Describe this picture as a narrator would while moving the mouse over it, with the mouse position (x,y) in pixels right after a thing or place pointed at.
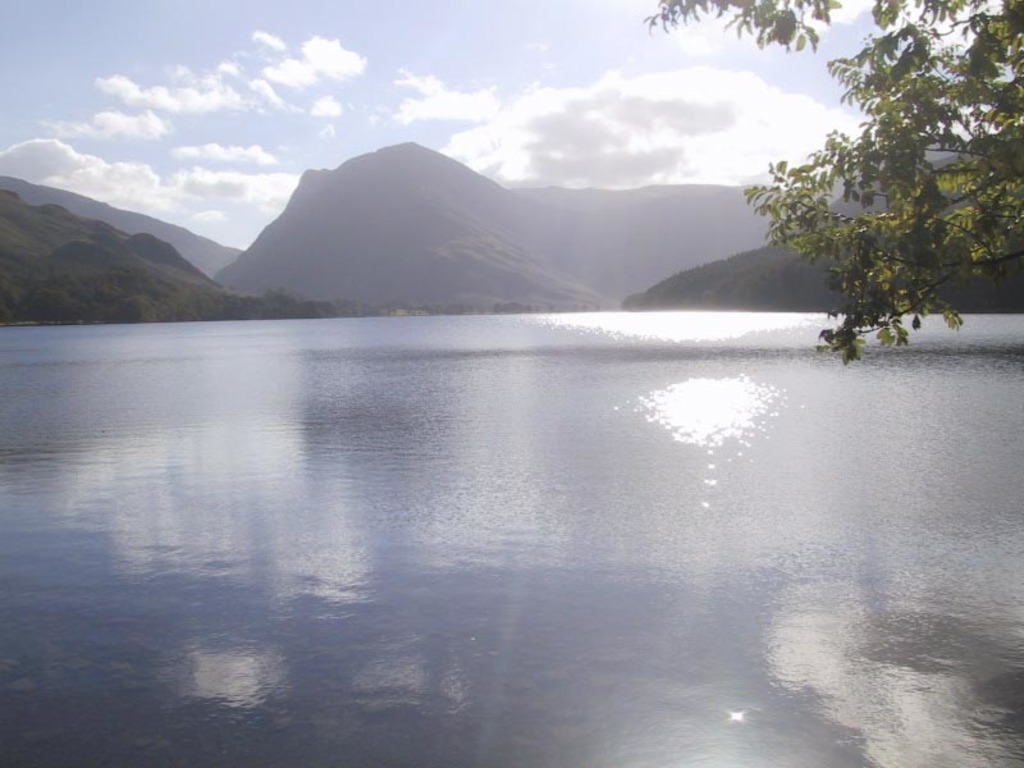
In this image it seems like a scenery in which there is water (397,479) at the bottom (434,558). In the background (457,232) there are hills (540,213). On the right side (907,157) top there is a tree (907,157).
